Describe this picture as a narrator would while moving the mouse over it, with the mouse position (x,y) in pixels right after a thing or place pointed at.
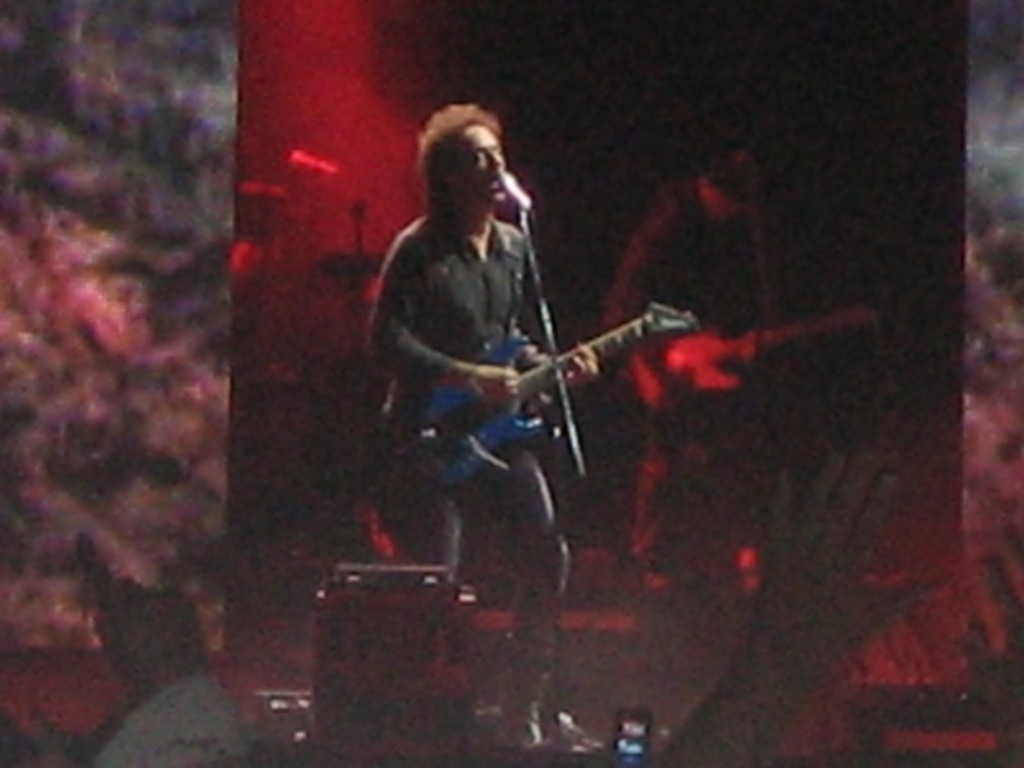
This picture shows a man (482,291) standing holding a guitar (472,420) in his hand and playing it. In front of him, there is a microphone (519,193) and he's singing. In the background (724,273), we can observe another man (703,196) and some musical instruments (291,349) here.
